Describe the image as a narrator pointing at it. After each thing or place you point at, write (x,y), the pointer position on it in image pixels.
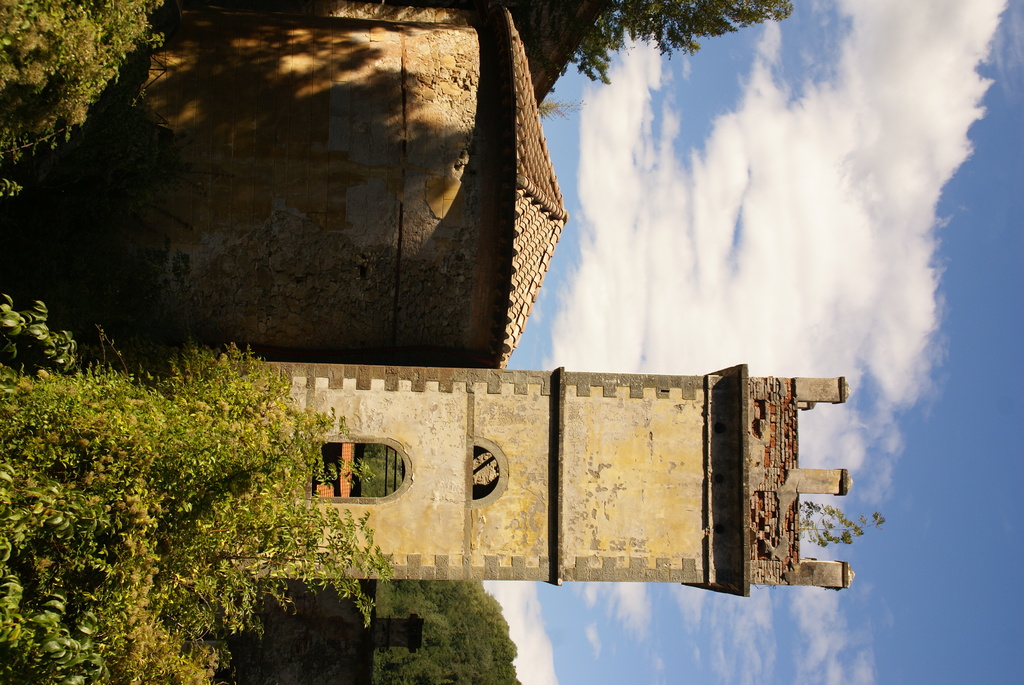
In this image there is a tower (470,437) and a shed (371,232). We can see trees (58,63). In the background (713,248) there is sky (748,292).
